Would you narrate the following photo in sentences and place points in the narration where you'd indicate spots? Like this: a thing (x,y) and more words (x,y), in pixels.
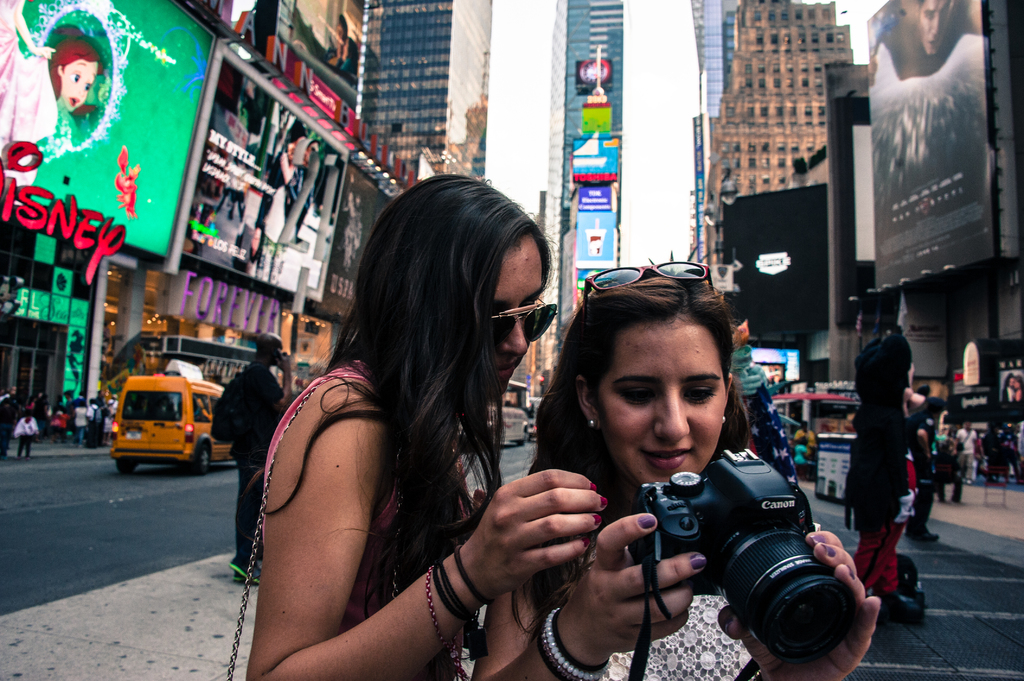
There are two ladies (592,369) wearing goggles (634,281). One lady (678,438) wearing white dress (719,611) is holding a camera (720,514). Behind them there are buildings (789,129). Some banners (368,193) are there. On the left side (109,490) there is a road (59,486) and yellow vehicle (144,431) is there. One person (256,392) wearing black dress (261,428) is on the side walking and holding a mobile phone (276,355). On the right side (895,392) there is a toy (878,479).
